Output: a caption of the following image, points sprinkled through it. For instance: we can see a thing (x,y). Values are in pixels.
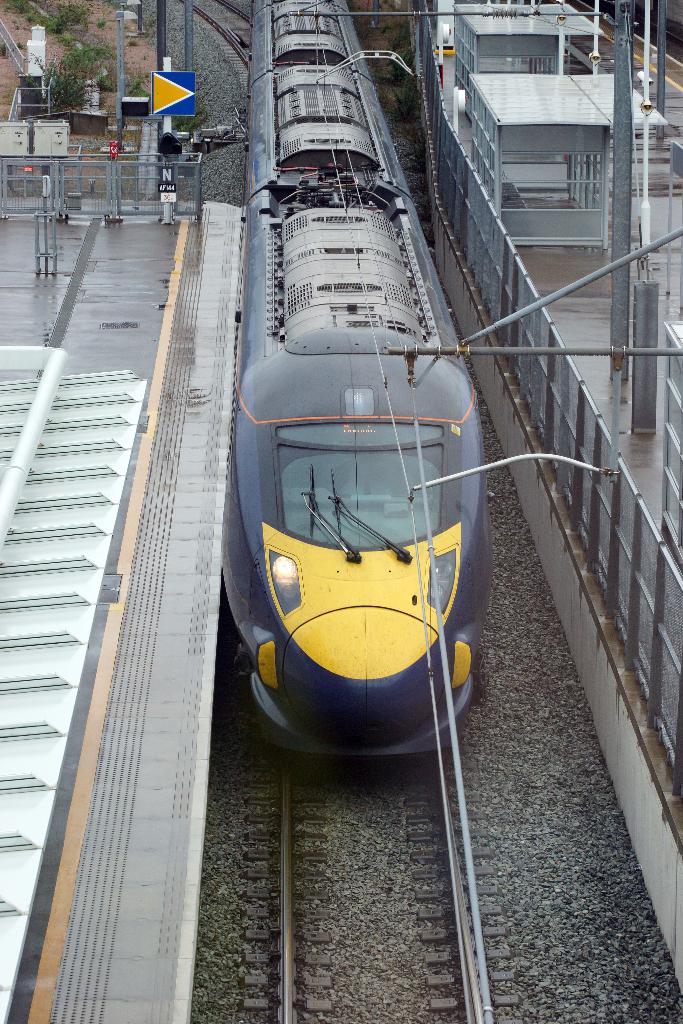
In this picture we can see a train (381,635) on the tracks (381,807), beside to the train (412,554) we can find fence (491,266), poles (649,320), sign board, metal rods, trees (96,52) and small rooms (497,128).
